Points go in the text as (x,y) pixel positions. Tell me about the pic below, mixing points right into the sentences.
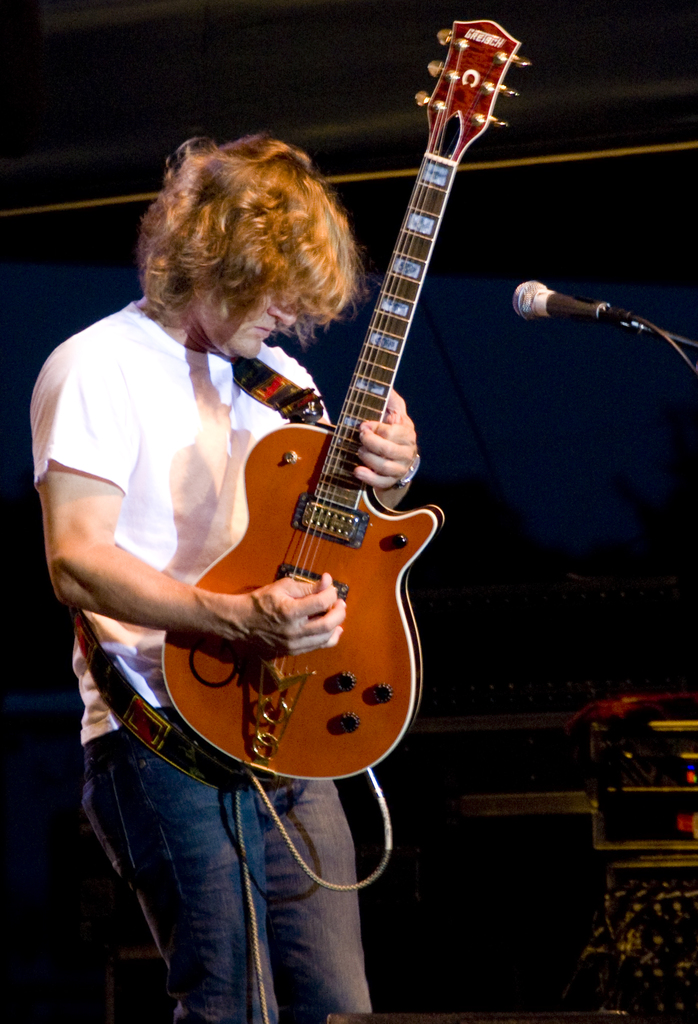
In this image i can see a man (265,605) is playing a guitar (256,551) by holding in his hands (278,638) in front of the microphone (586,313). The man (371,444) is wearing a white color t shirt (111,417) and a jeans (242,873).
